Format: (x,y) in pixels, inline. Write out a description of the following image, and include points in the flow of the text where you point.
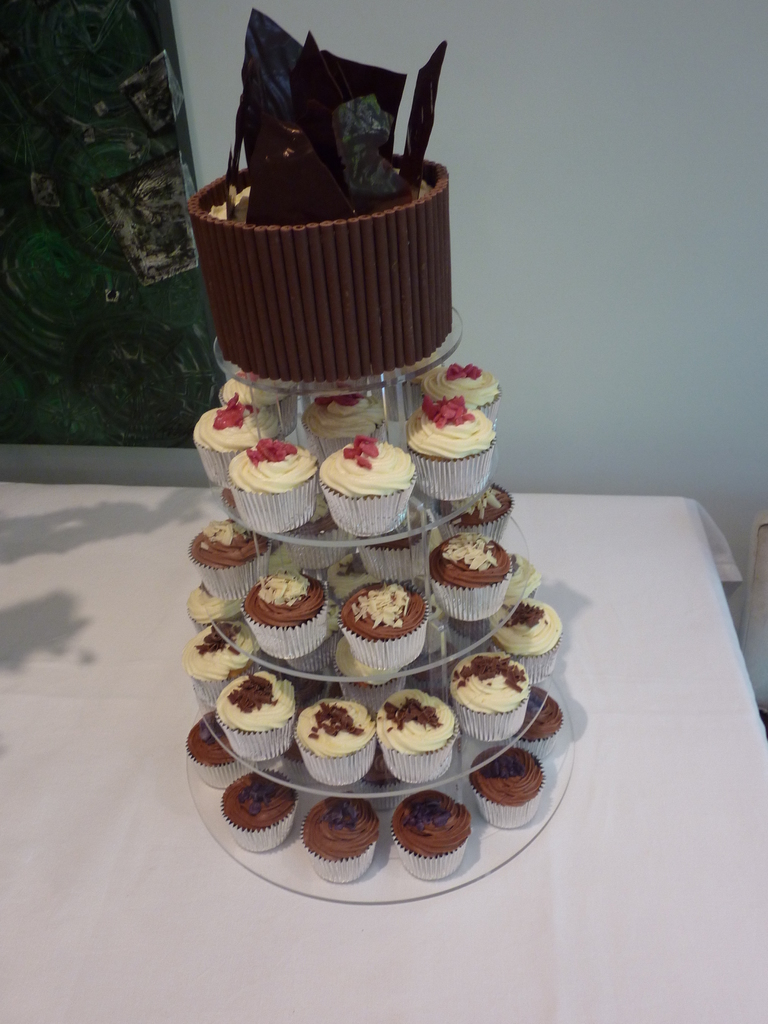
In this image we can see cupcakes (409,554) in the cake stand (402,671) and is placed on the table (119,742).
